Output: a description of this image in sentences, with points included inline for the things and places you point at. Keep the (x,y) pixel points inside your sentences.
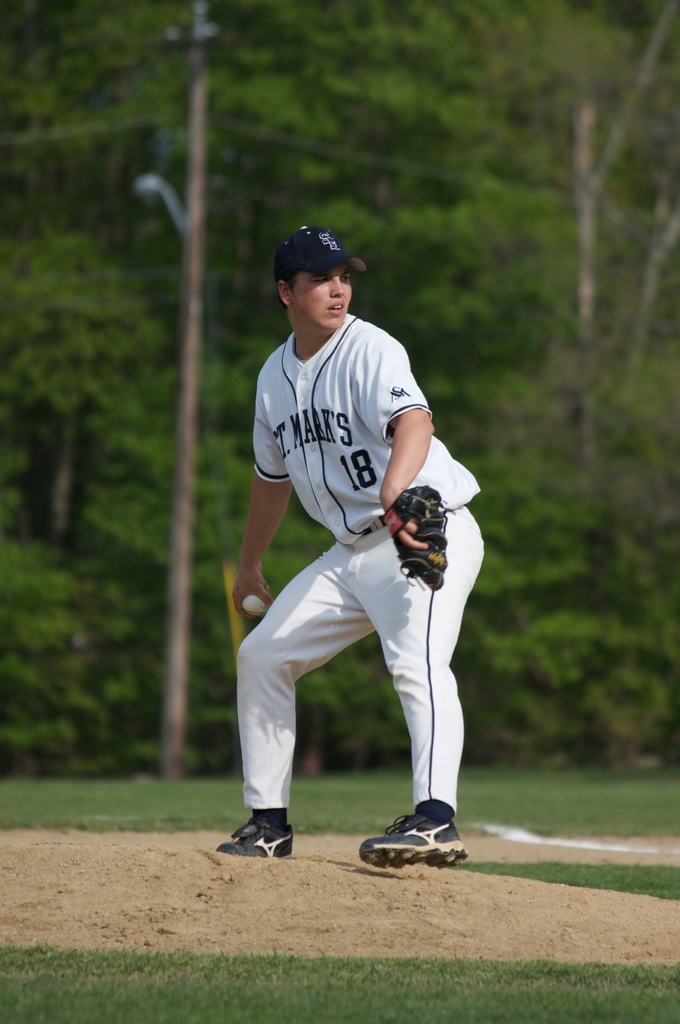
In this image there is men (341,364) he is wearing blue color cap (311,260), white color T-shirt (331,382), pant (400,658) and black color shoes (369,851), holding gloves (403,536) and a ball (245,602) in his hand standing on the ground (76,843), in the background (459,46) there are trees (556,363).
